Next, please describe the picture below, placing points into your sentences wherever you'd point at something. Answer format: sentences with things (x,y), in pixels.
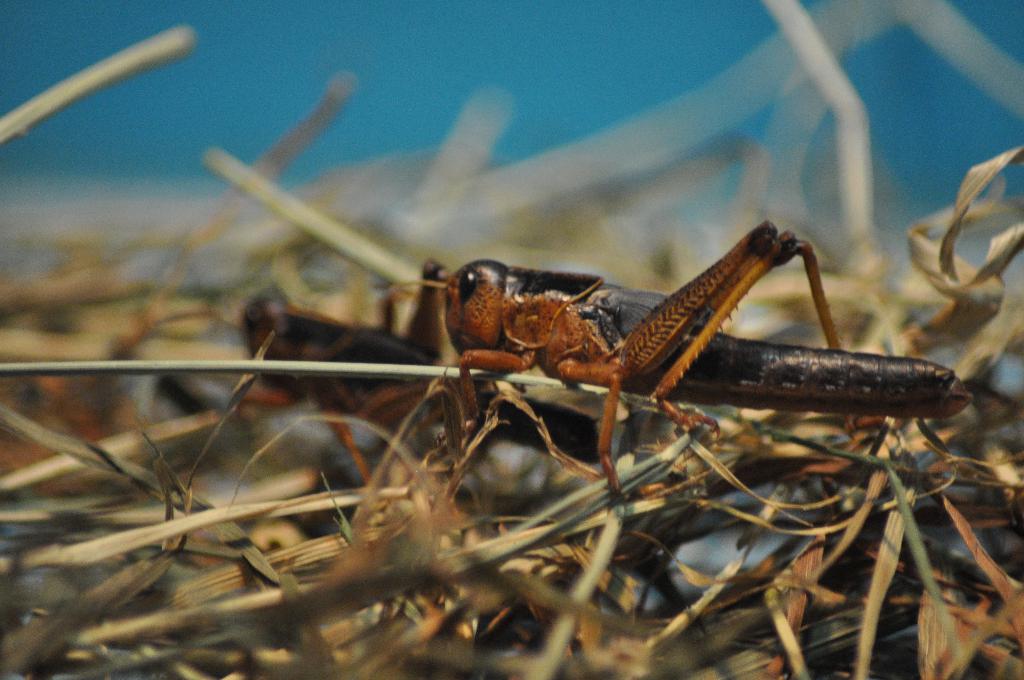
In this image, we can see some insects (266,310) and dried leaves (406,516). We can also see the blurred background (442,35).
